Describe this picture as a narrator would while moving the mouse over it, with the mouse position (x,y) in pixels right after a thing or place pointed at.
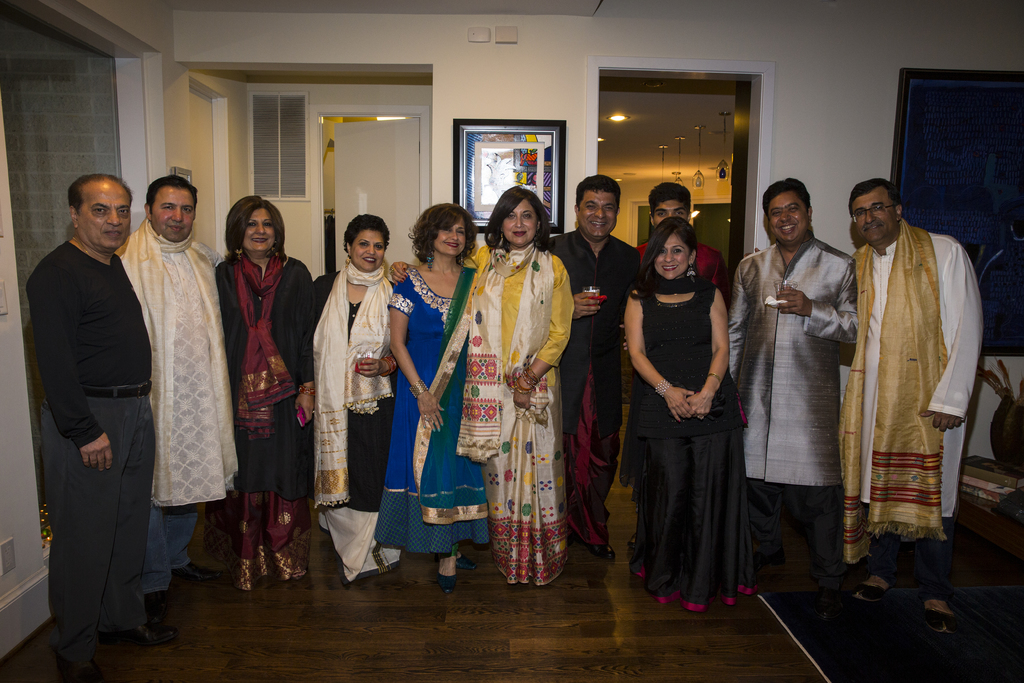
In this picture we can see a group of people (544,409) are standing on the floor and smiling. In the background (497,189) we can see frames (506,165) on the walls (718,22), doors (603,152), windows (286,151), lights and some objects (1019,422).
